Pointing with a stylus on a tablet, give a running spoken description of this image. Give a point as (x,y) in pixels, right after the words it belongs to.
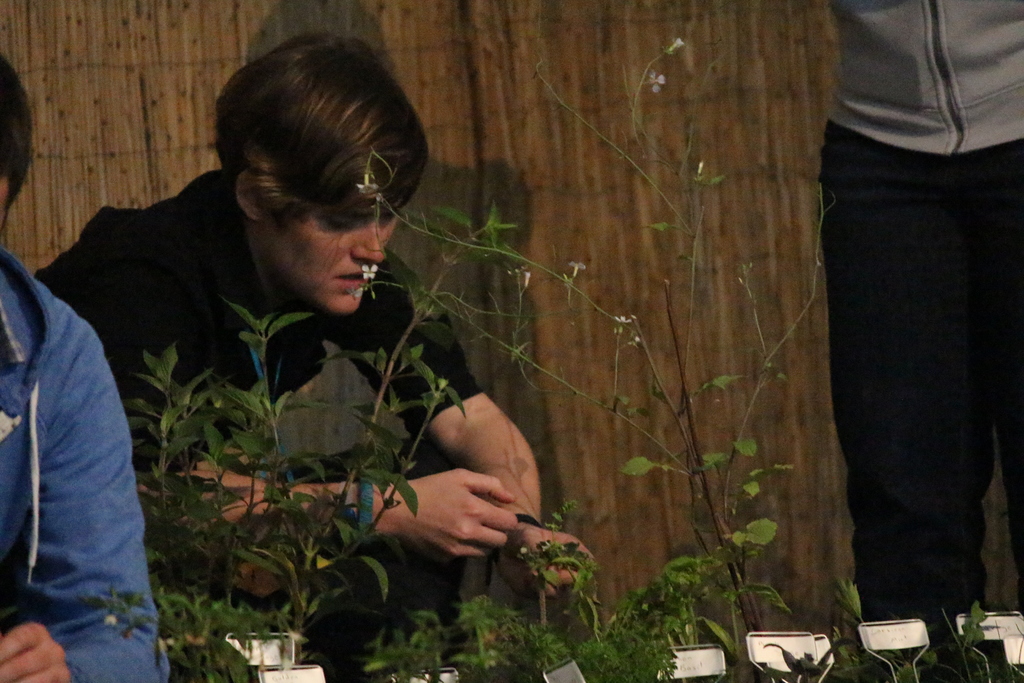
In the image we can see three people (857,327) wearing clothes (121,494), one is standing and two of them are sitting. There are plants (509,635) and this is a tag (884,632).
